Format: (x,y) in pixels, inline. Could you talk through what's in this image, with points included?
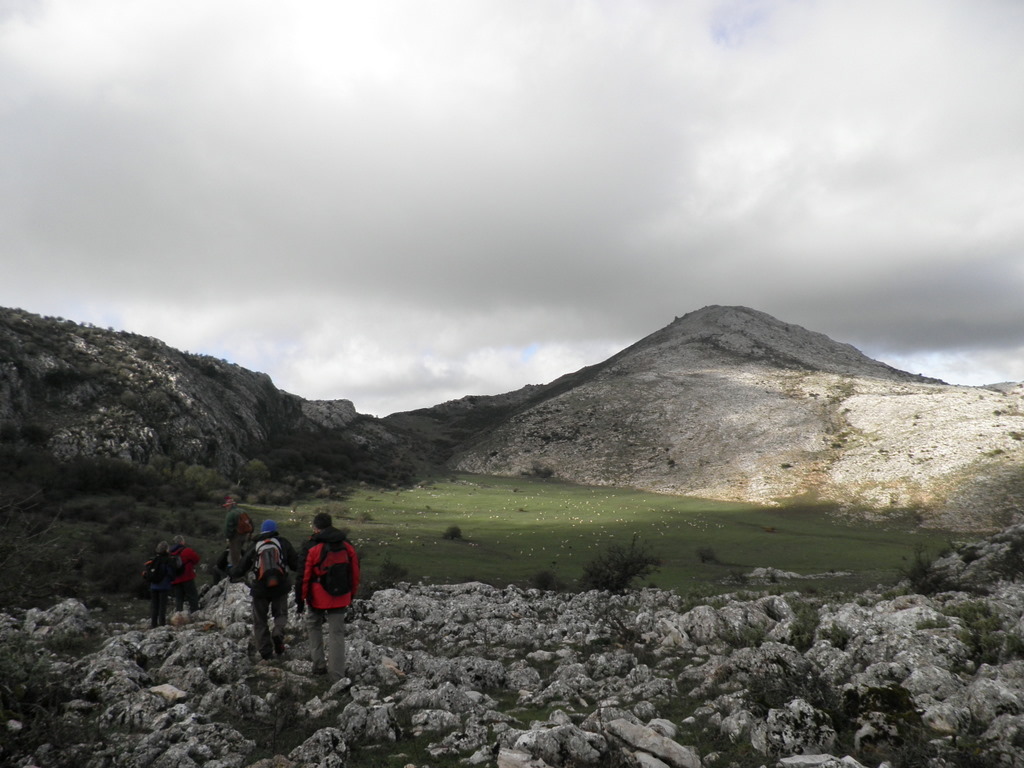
In this image we can see these people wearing backpacks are walking on the rocks (922,693). Here we can see the grass (585,515), hills (771,426) and the cloudy sky (223,332) in the background (544,354).
